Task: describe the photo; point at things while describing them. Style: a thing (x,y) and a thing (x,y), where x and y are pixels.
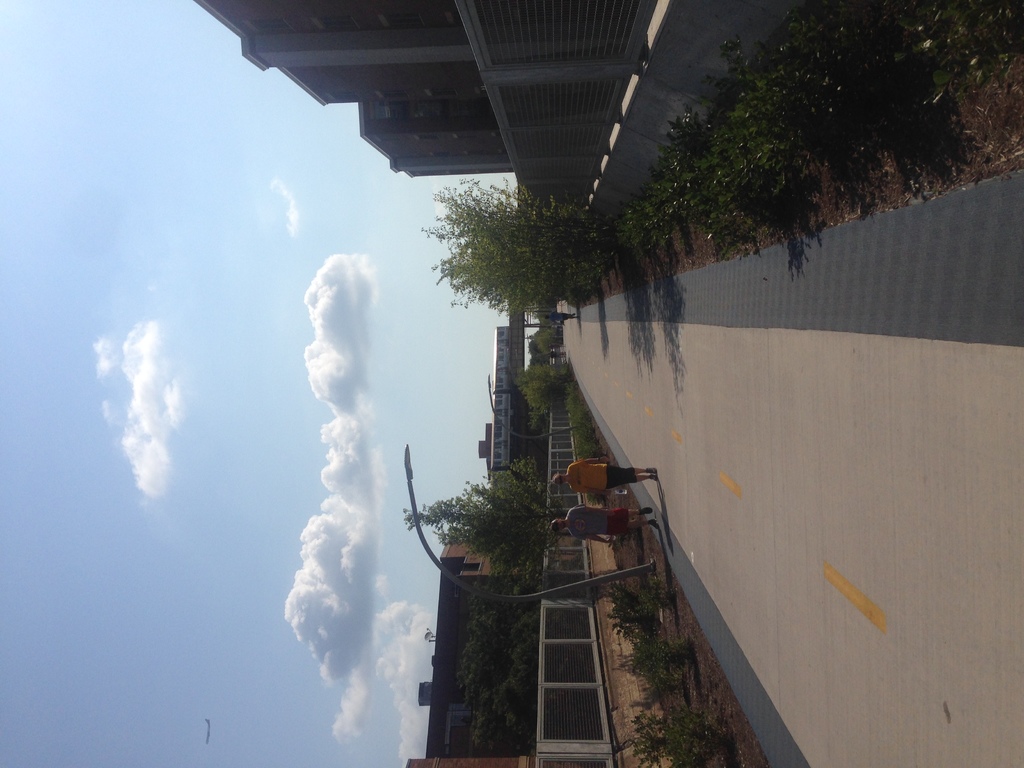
In this picture I can observe a path (742,383). There are two members (583,490) walking in this path (656,440). On either sides of this path (664,390) there are some plants (814,143). I can observe a pole (599,585). There is a railing (571,633). In the background (529,442) there is a bridge (510,391) on which a train (503,396) is moving. I can observe some buildings (439,27) in this picture. In the background (250,383) there is a sky (270,382) with some clouds (322,599).
